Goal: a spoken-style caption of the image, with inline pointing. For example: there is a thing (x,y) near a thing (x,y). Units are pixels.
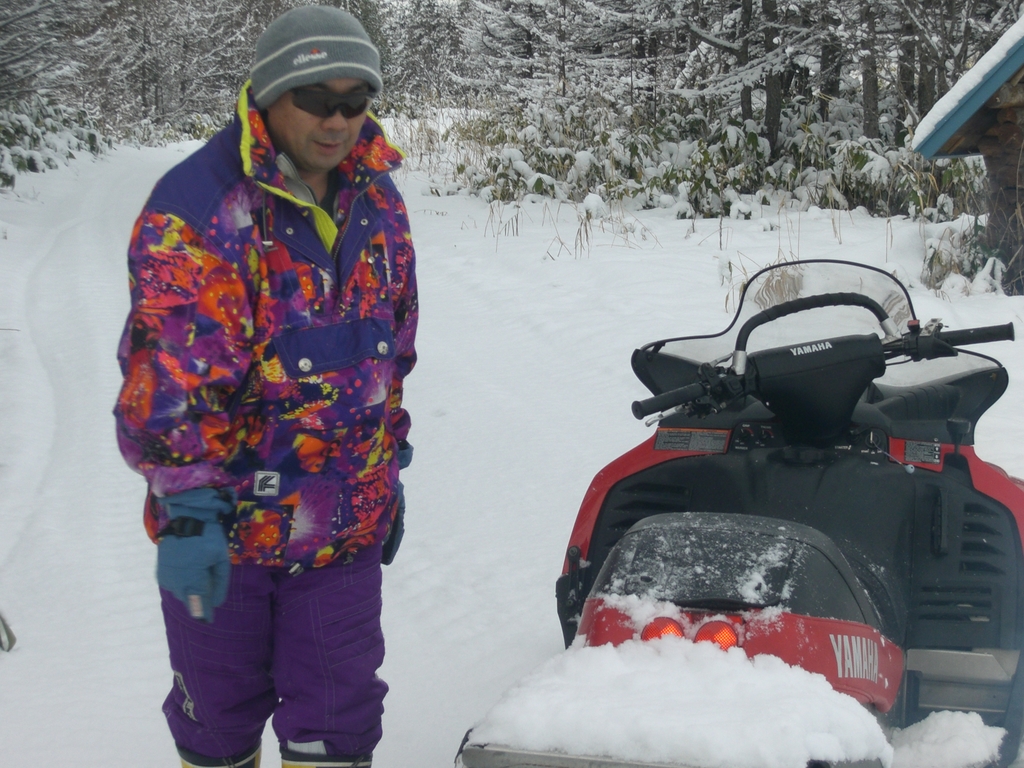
In this image I can see the snow (534,415), a person (383,420) wearing colorful dress (345,432) is standing and a vehicle (826,630) which is red and black in color. In the background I can see many trees (690,72) and snow (530,63) on them.
